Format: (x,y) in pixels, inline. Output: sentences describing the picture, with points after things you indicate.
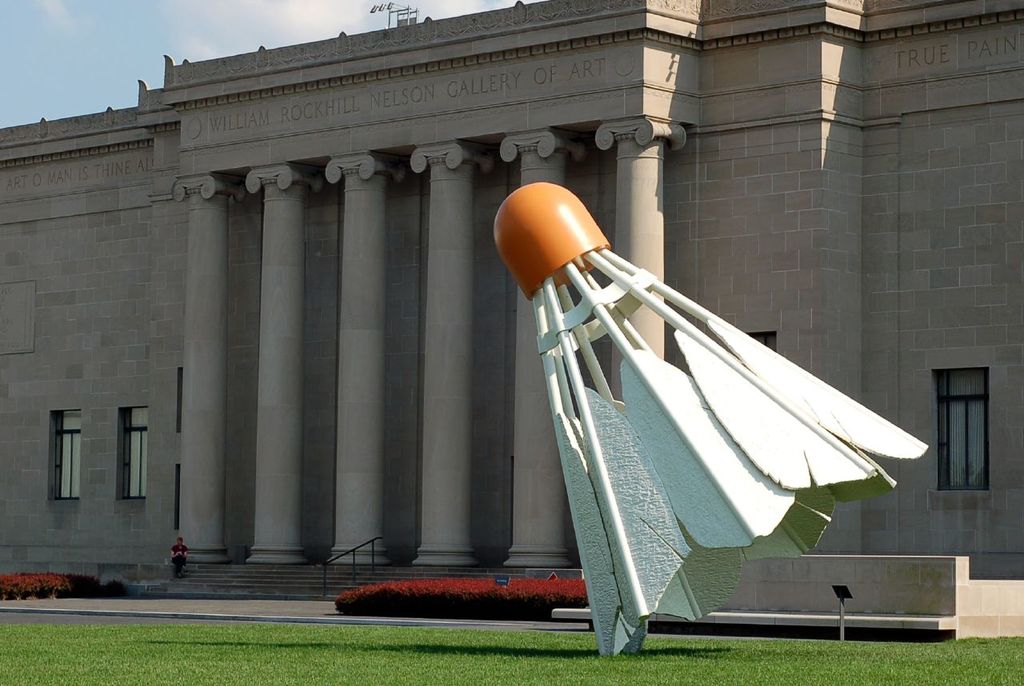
In this image there is a shape of shuttlecock (669,433) constructed at bottom of this image (622,521), which is in white color and there is a building (333,306) in the background (411,273). There is a sky (186,43) at top of this image (173,44) and there are some grass (452,658) at bottom of this image (463,652).
